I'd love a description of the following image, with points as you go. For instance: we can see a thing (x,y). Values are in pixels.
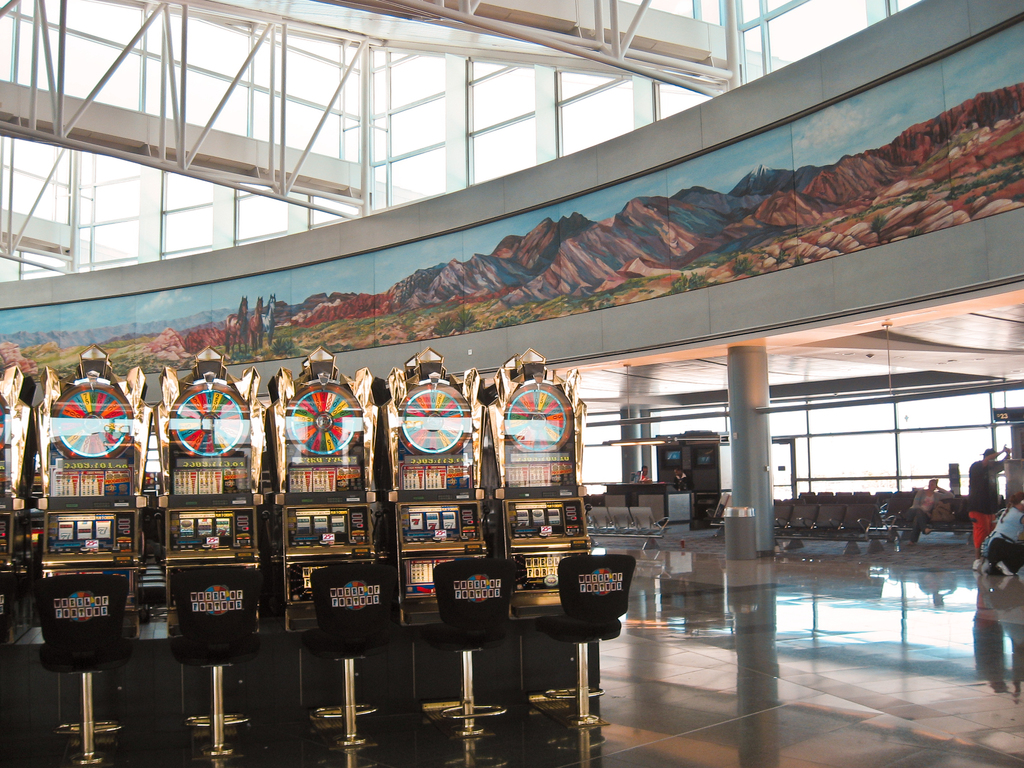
In this picture I can observe five machines (313,470). In front of them there are chairs (234,630). On the right side (999,540) I can observe some people (1000,518) and a pillar (754,484). In front of the pillar (761,510) there is a trash bin (732,537). In the background (300,301) I can observe an art (433,289) on the wall (9,292).
